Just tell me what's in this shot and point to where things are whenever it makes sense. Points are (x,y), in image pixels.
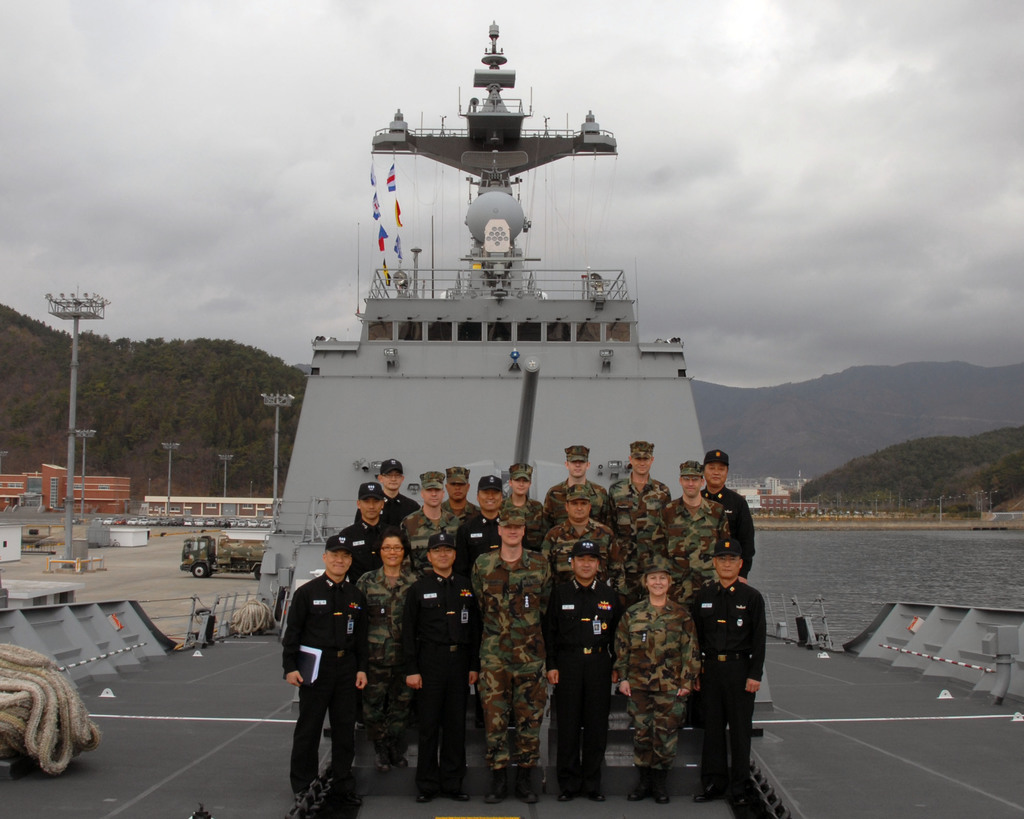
This picture describes about group of people (552,567), they are standing on the ship (780,734), and the ship (434,443) is in the water (833,536), in the background (247,567) we can see few vehicles (190,553) on the road (183,586), and also we can see few poles (74,397), buildings (87,487), trees (194,433) and hills (862,378).
